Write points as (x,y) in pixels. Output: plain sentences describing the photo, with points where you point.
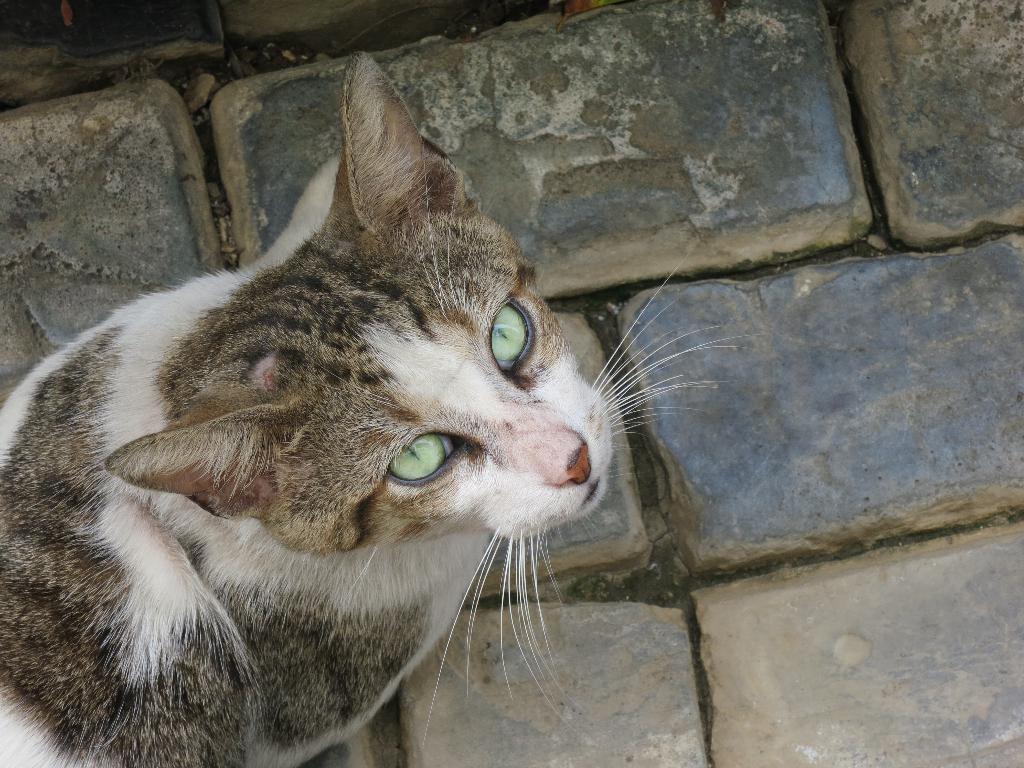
There is a brick surface (621,534). On that there is a cat (168,499) on the left side (207,532).
